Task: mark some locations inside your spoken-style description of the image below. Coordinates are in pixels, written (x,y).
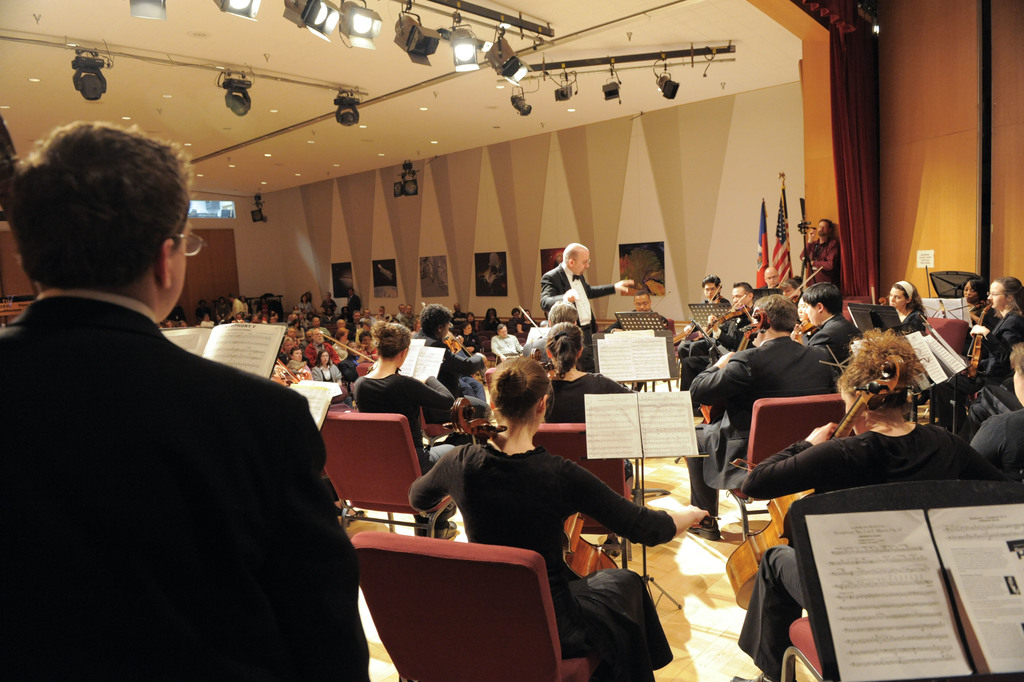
In this picture there are several people (473,483) sitting on the chair (380,426) and playing violin (808,327) with both of their hands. In the picture there is a guy (590,314) who is guiding the musicians (580,511), there is also a book (643,349) placed on a stand (670,348) in front of each musician (385,359). In the background (651,279) we observe photo frames (542,266), flags (763,251) and to the roof (592,99) there are LED lights (471,70) attached.
